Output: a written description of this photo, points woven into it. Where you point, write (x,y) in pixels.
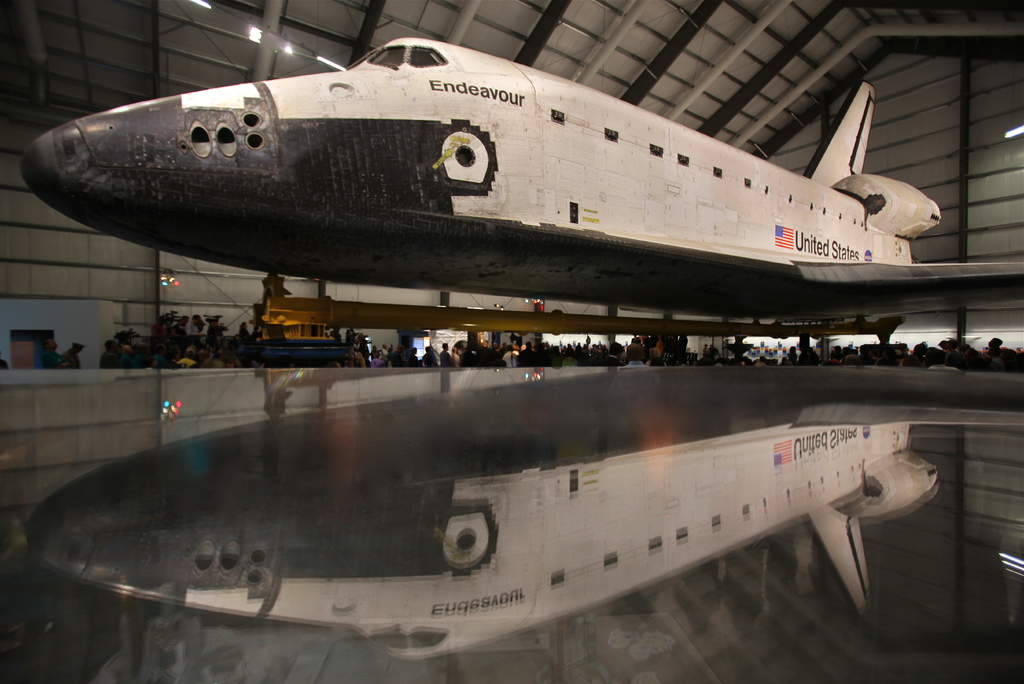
In this image I can see a white colour aircraft (744,176) and on it I can see few things (798,247) are written. In the background (611,358) I can see number of people (926,364) and here I can see reflection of aircraft (48,542).
